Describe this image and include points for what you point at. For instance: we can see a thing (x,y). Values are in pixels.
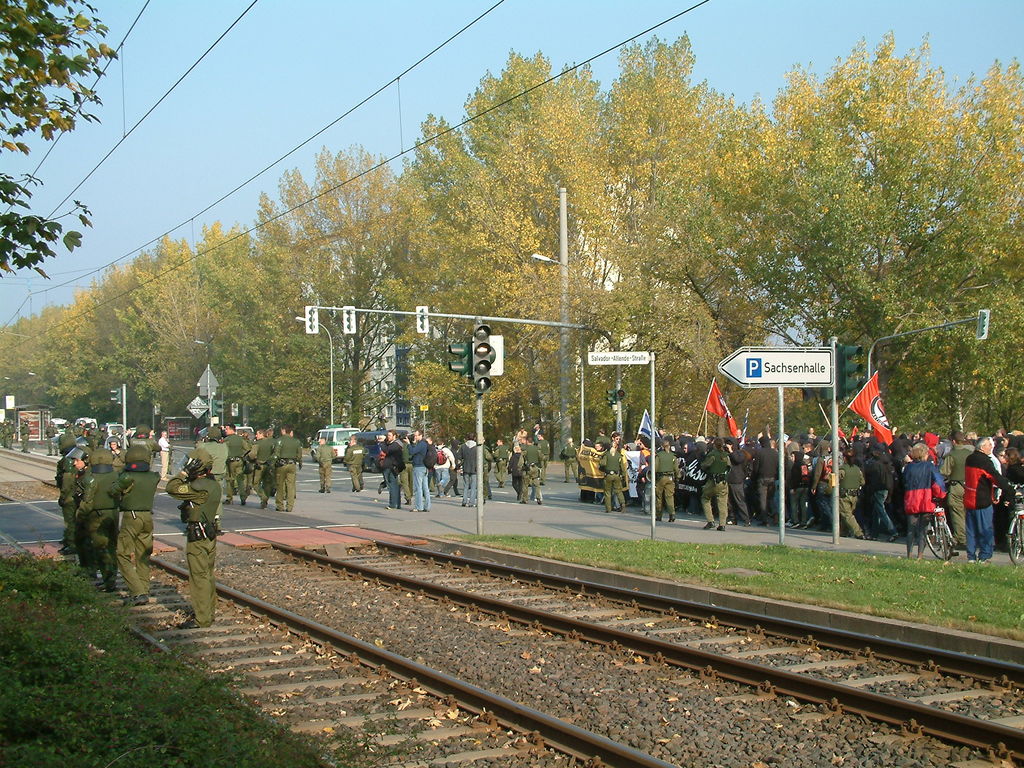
In this picture I can see trees (412,221) and few poles (479,456) with traffic signal light (118,396) and few name boards (768,381) with text (776,365) and few people (525,449) walking holding flags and couple of them (985,503) holding bicycles (946,525) and few people (186,503) standing on the railway track (249,679) and I can see couple of railway tracks (427,678) and a blue sky (194,109).
